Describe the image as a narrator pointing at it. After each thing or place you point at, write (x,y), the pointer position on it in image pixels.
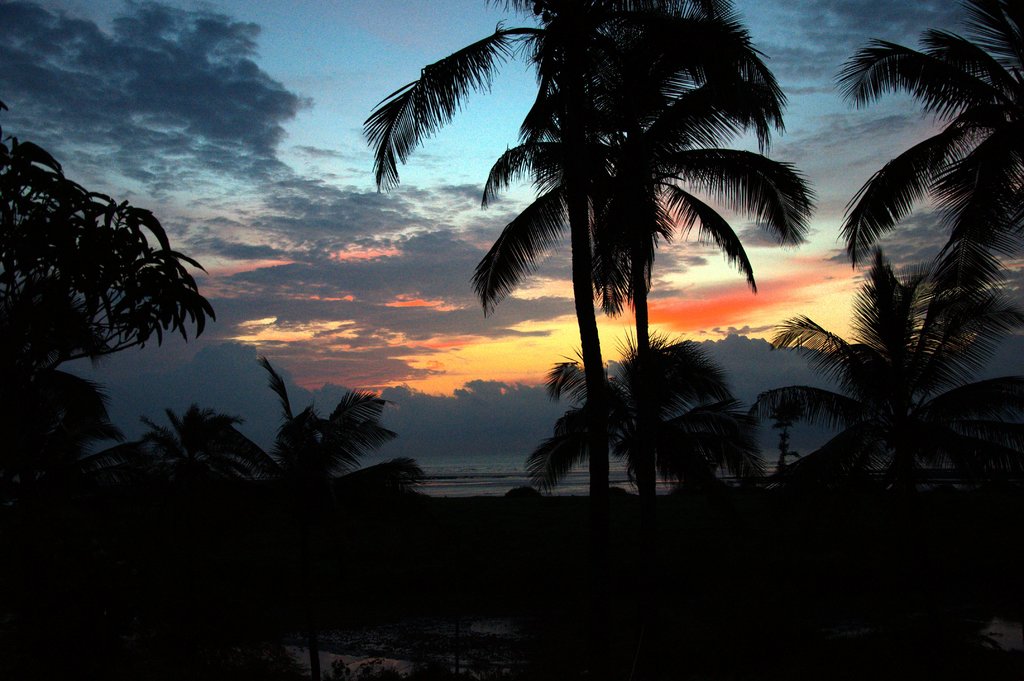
In this picture we can see few trees (600,538) and clouds (455,308).
